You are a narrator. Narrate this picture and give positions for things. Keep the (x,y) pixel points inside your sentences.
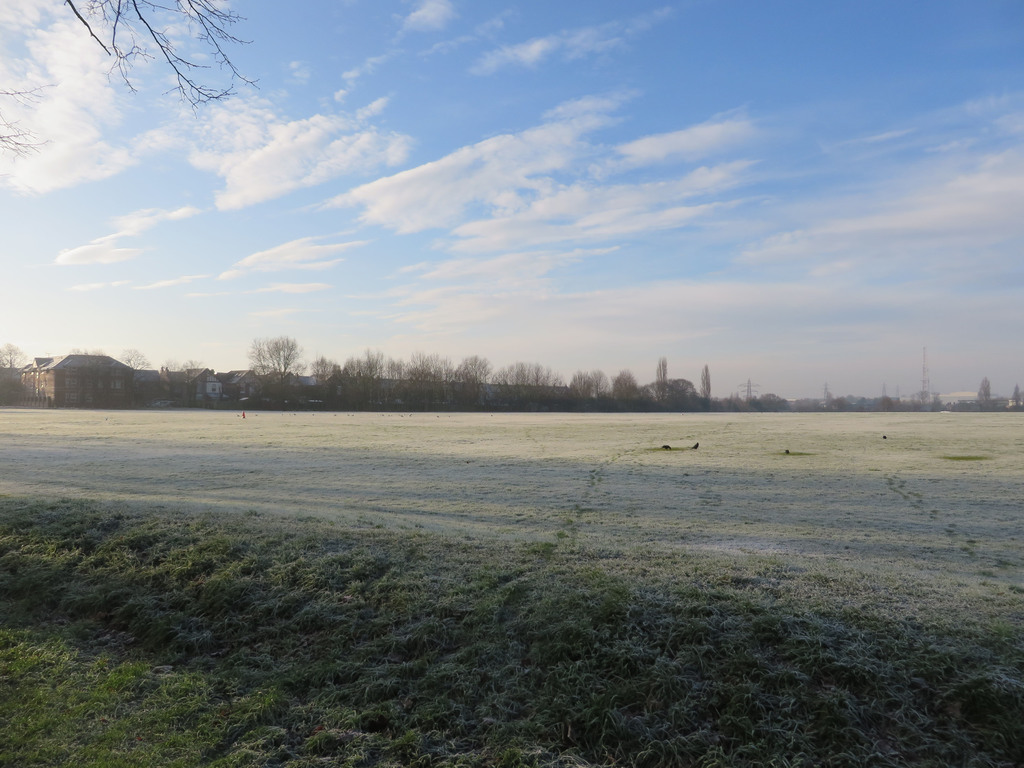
This is the grass (553,471). I can see buildings (76,381) and trees (653,390). These are the clouds (605,128) in the sky (628,79).
